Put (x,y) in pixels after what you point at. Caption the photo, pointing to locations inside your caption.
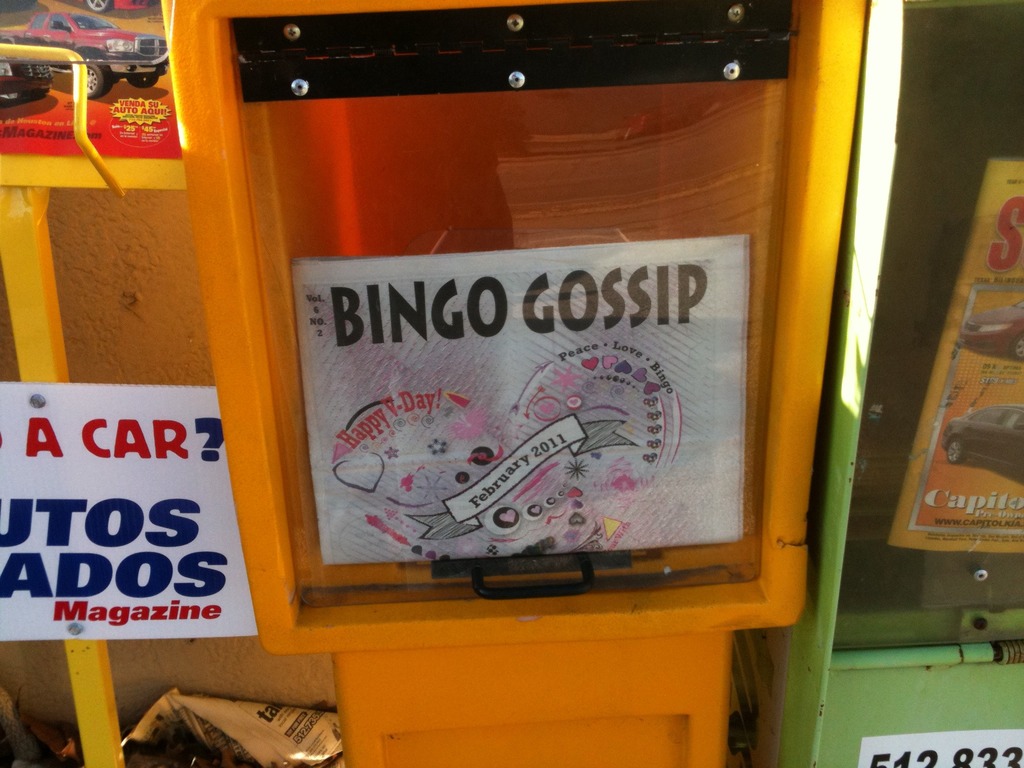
In this image we can see a board (170,605) on which some text (182,565) is written, posters (1005,365) and papers (295,712) are there.
